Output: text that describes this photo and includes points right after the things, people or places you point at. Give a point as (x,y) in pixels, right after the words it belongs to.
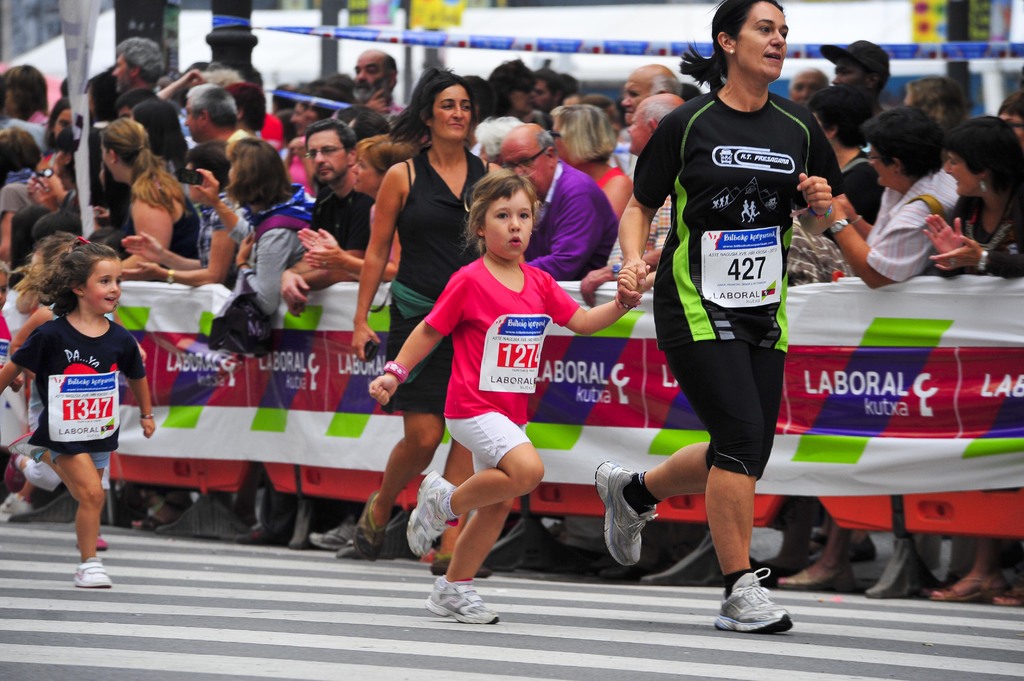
In the background (1007,117) we can see the pillars (237,38), caution tapes (424,38), banner (1001,472), barricades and the crowd (1006,188). In this picture we can see woman (811,196) and the children (484,267) wearing t-shirts (768,186). On the t-shirts (80,370) we can see the sticky notes (773,261). They all are running on the road (49,528).
